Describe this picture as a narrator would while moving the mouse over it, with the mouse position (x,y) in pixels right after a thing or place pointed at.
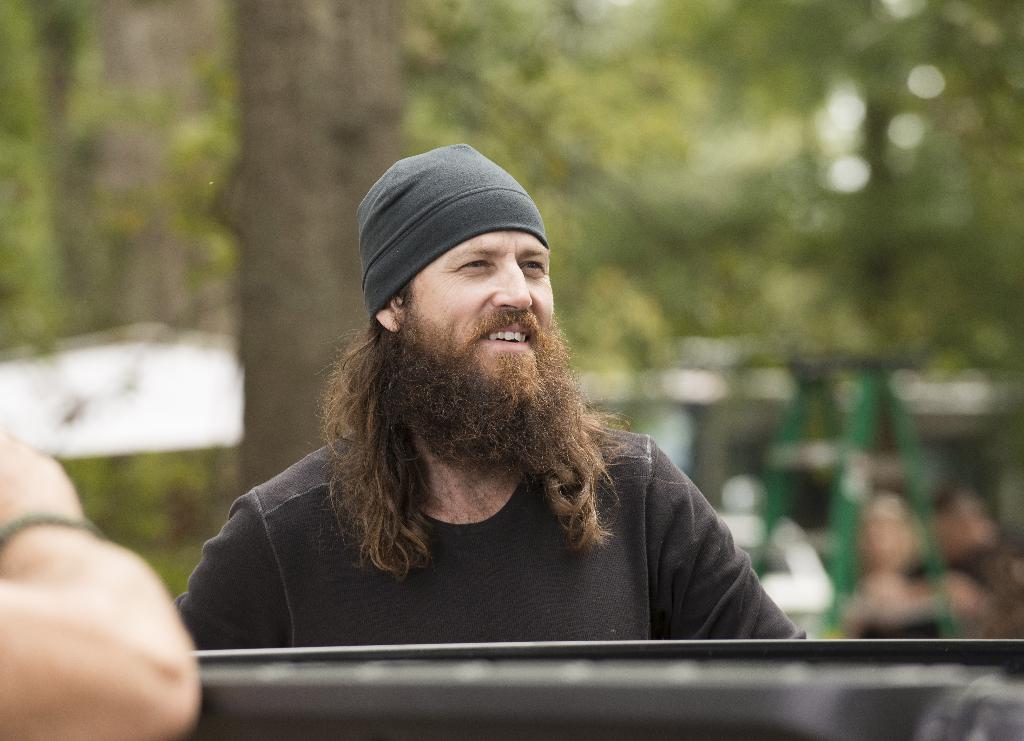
In this image I can see a man (582,521) is smiling, he wore black color t-shirt (585,573), cap (482,173). At the back side (417,147) there are trees (354,146).
